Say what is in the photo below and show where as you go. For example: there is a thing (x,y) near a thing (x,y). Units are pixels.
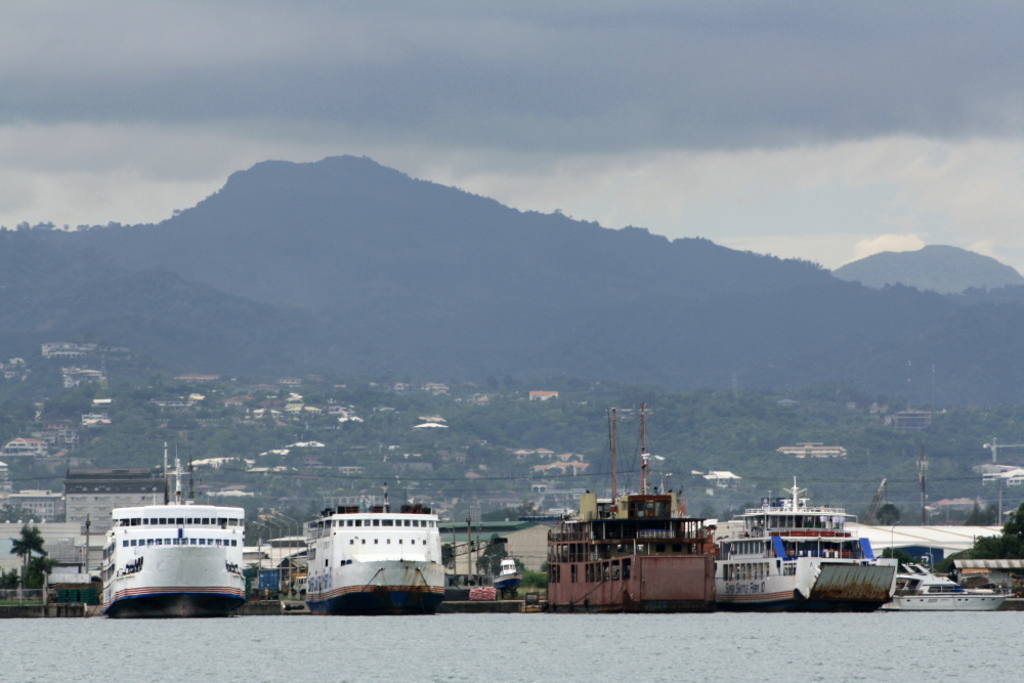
In this image we can see ships (154,536) are floating on the water (696,623), we can see houses (101,491), trees (461,418), hills (541,252) and the cloudy sky (254,42) in the background (500,347).
